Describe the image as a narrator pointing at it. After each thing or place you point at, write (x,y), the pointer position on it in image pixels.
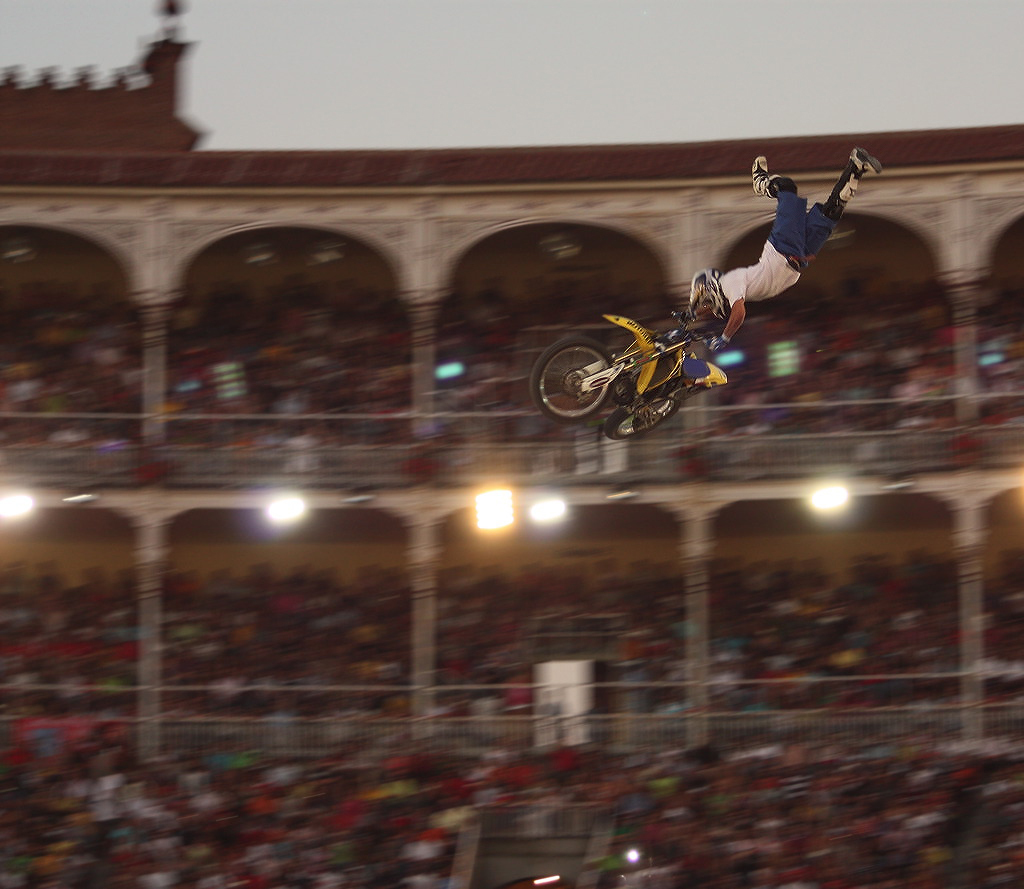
This picture is taken in a stadium (718,562) full of people (222,648). On the top right (790,284), there is a person (748,280) flying with the bike (567,361). He is wearing a white t shirt (781,254) and blue pants (790,221). In the center (492,518), there are lights (492,518) to the stadium (854,514). On the top (399,74), there is a sky (391,93).
